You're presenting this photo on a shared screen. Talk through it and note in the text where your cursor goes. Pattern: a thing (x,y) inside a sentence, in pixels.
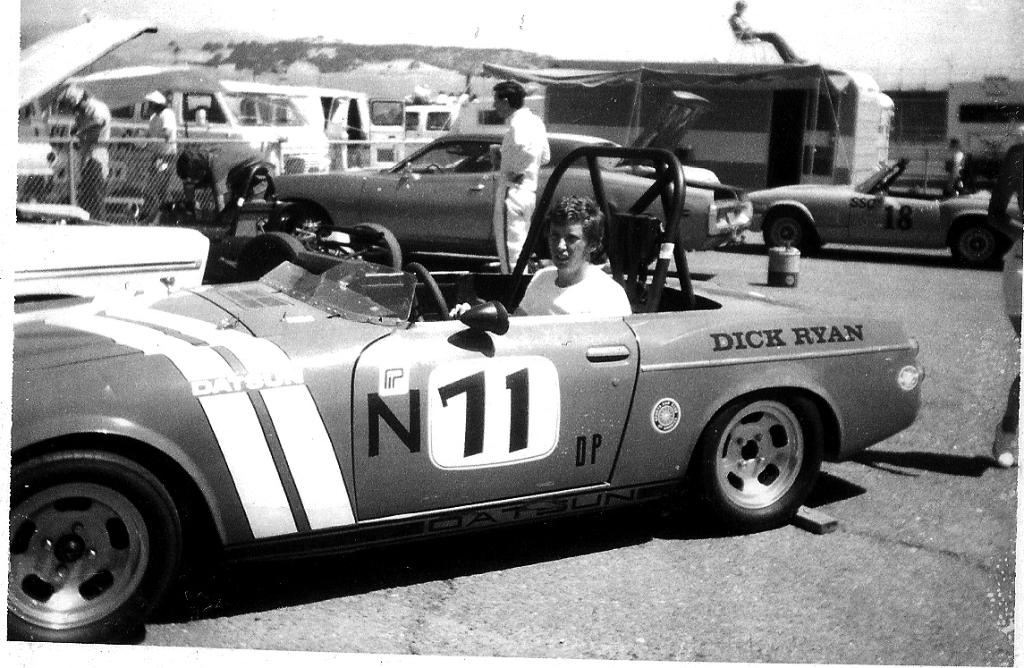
In this picture there is a person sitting inside the car (555,422). At the back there are two persons (520,182) standing. On the left side of the image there are two persons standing behind the fence (37,188). There are vehicles (97,278). At the back (825,122) there are tents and there is a person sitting on the tent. On the right side of the image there is a person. At the top (517,16) there is sky (492,14).
